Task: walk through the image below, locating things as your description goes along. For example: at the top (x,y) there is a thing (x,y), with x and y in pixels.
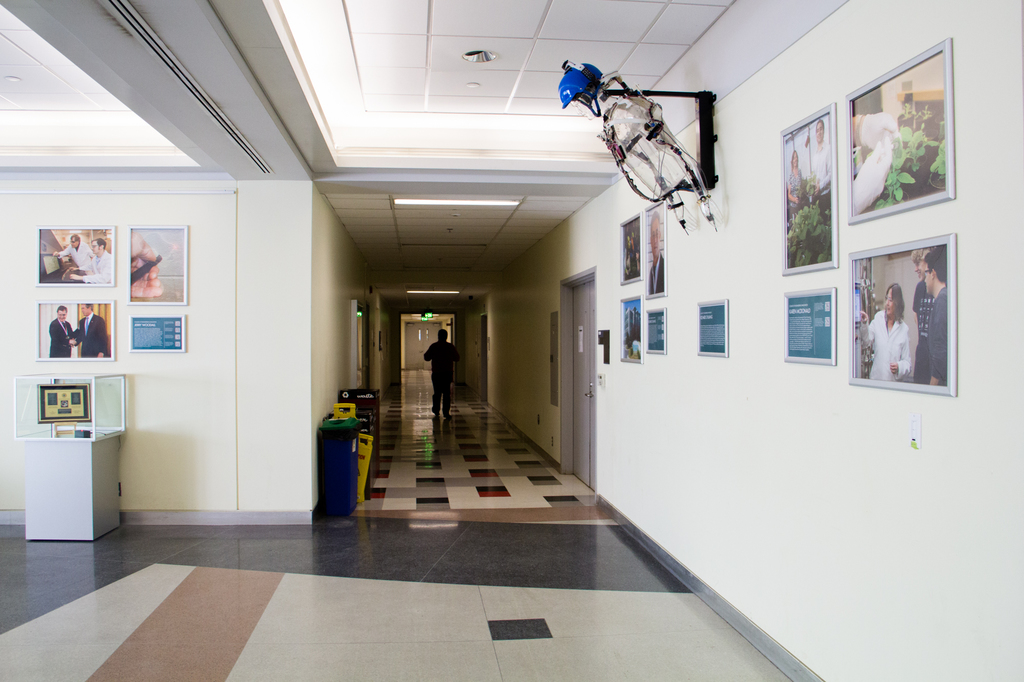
In this picture we can see a person (438,348) walking on the floor (486,473), bins (355,466), box (69,439), helmet (561,97), doors (414,334), lights (454,293), frames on walls (713,373) and some objects (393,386).
